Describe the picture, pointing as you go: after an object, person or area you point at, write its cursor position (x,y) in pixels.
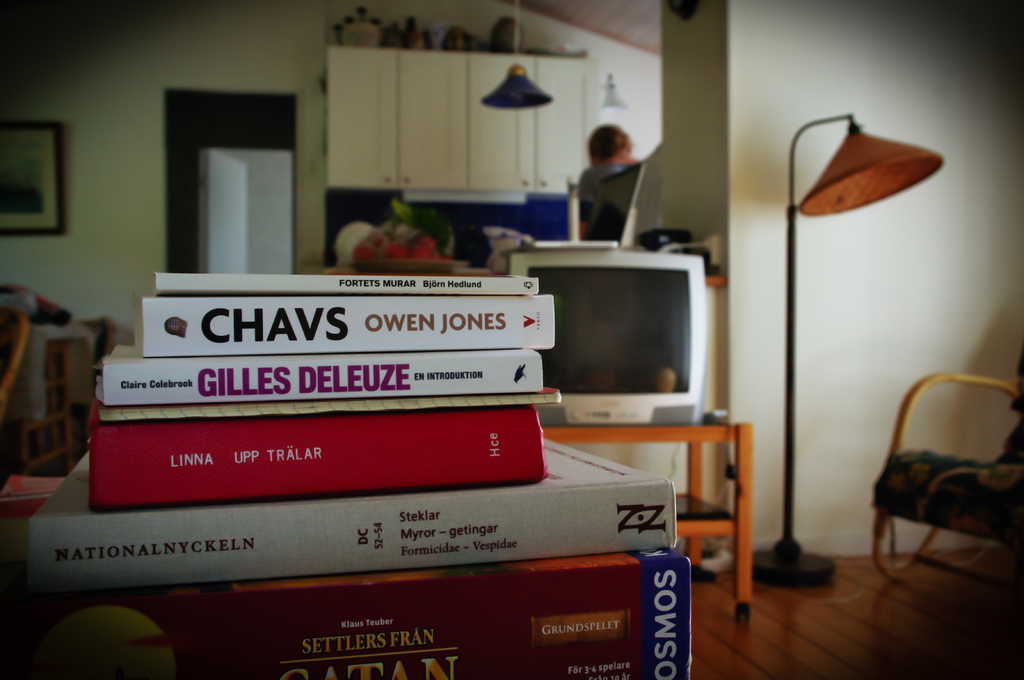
In this image I see a lot of books (408,315) in front (385,318) and there is a T. V (594,418). and the table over here and on the right (985,375) I see a chair (999,386). In the background (41,218) I see a person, laptop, cabinets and a photo frame (59,217) on the wall (24,242).
